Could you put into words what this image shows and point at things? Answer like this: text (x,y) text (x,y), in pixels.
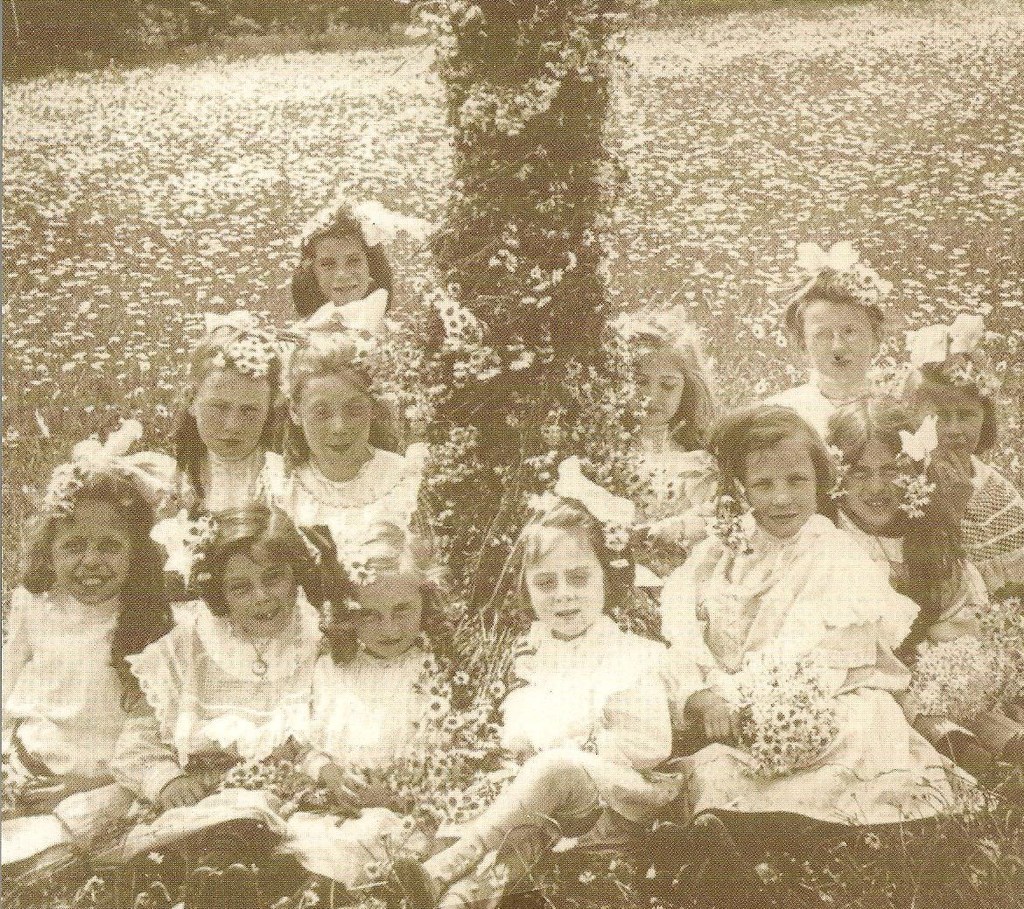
In this image I can see a group of girls (590,496) are sitting, they wore white color dresses (759,563). It is a black and white image.
